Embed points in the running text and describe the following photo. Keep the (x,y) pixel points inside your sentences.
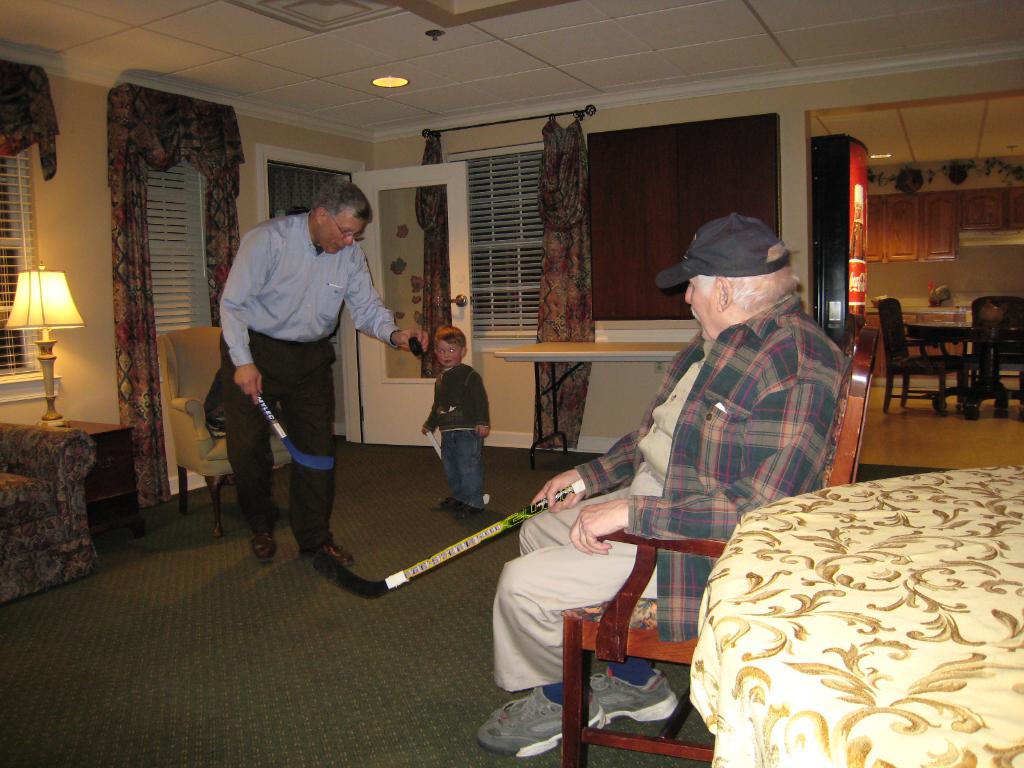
This picture describe about three people (708,422) in the room (391,396) In which first person (625,573) is old man (544,634) is sitting on the chair (672,647) and other wearing blue shirt (302,325) and black pant (307,418) is playing with the small kid (460,468) holding a hockey stick (294,459) in his hand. Behind him there is white color grill window (498,231) and curtain (212,149) on the door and table light (58,417) on the table! (107,463) beside there is sofa (12,529) and in the ceiling (459,83) there is yellow light (381,81).
